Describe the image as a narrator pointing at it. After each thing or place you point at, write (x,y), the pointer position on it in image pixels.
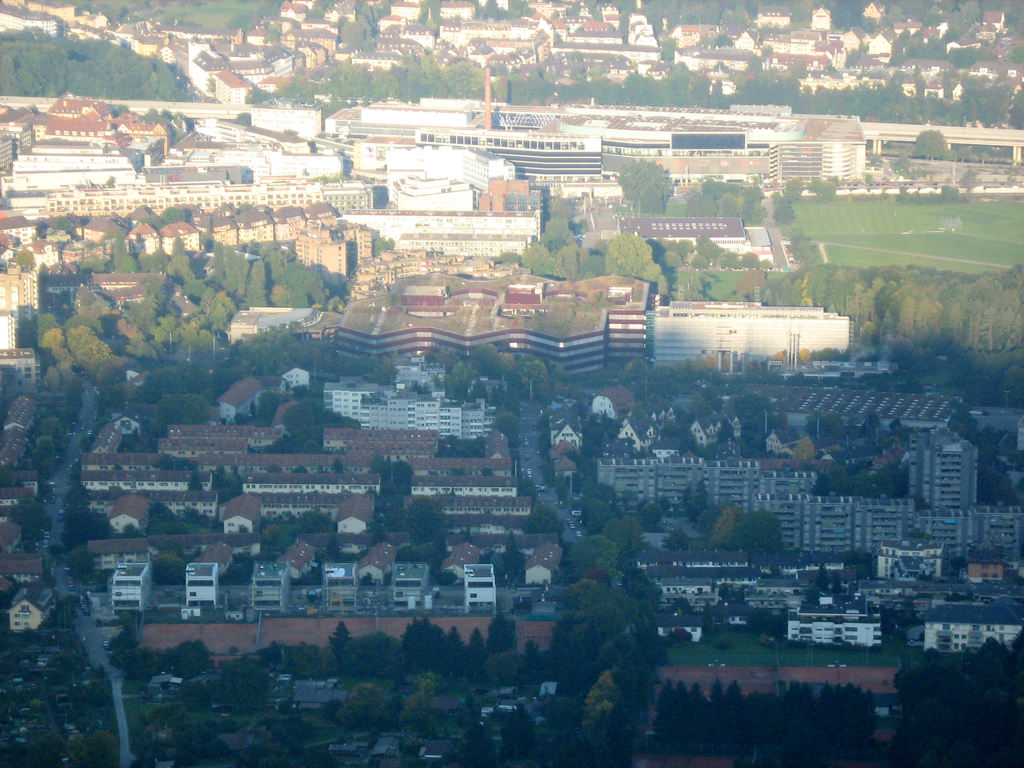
In the foreground of this image (136,638), there are many trees (194,267), many buildings (438,241) and on the right (959,224), there is a grass (870,232) and we can see a road (54,577) on the left (90,387).
